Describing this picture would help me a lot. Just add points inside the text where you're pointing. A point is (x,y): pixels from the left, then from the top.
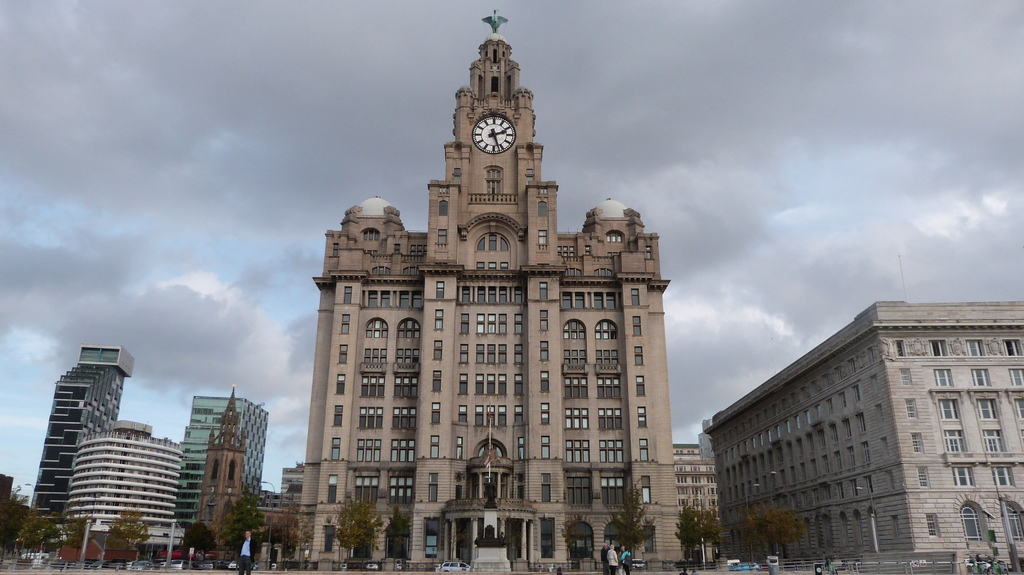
In the image we can see in front (485,382) there is a clock tower building (479,370) and beside there are other buildings (196,432). There are people (611,550) standing on the road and behind there are lot of trees (366,528). There is a cloudy sky (427,187) on the top (426,167).
